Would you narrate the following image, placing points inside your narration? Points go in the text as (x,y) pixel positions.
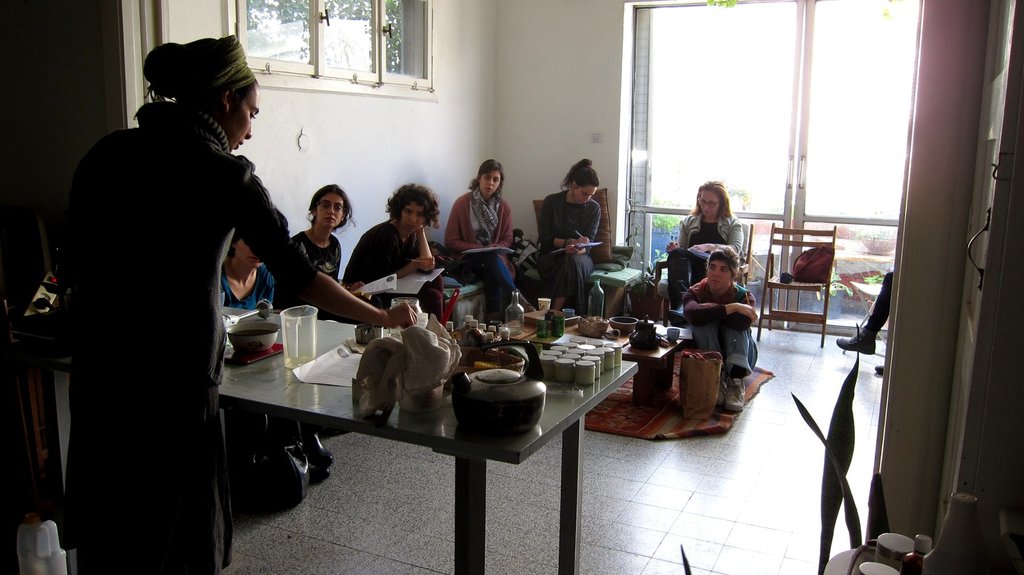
In the left (93,275) a woman (122,150) is cooking in the middle (546,223) few people (679,265) are sitting on the chairs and writing in the books (424,279) in the right (814,136) there is a glass window (841,158).
